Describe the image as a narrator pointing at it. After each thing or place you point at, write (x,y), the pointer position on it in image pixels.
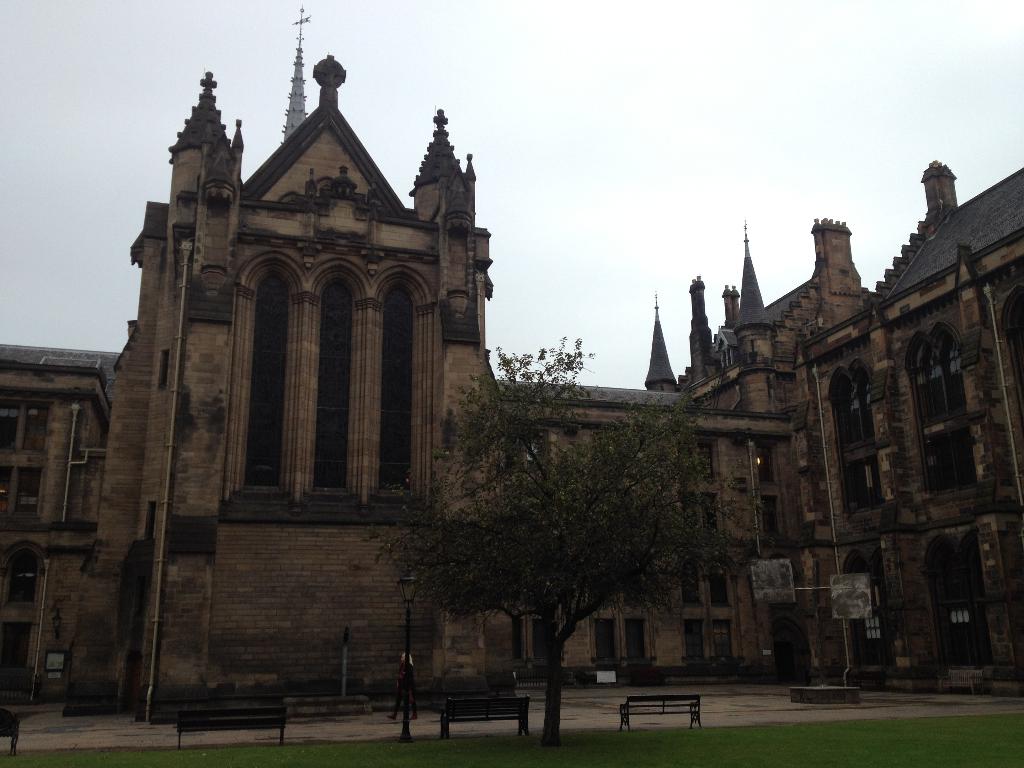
In this picture we can see a building (889,513) with windows (962,368), benches (493,709), grass (714,738), tree (472,595) and in the background (418,102) we can see the sky (341,102).
